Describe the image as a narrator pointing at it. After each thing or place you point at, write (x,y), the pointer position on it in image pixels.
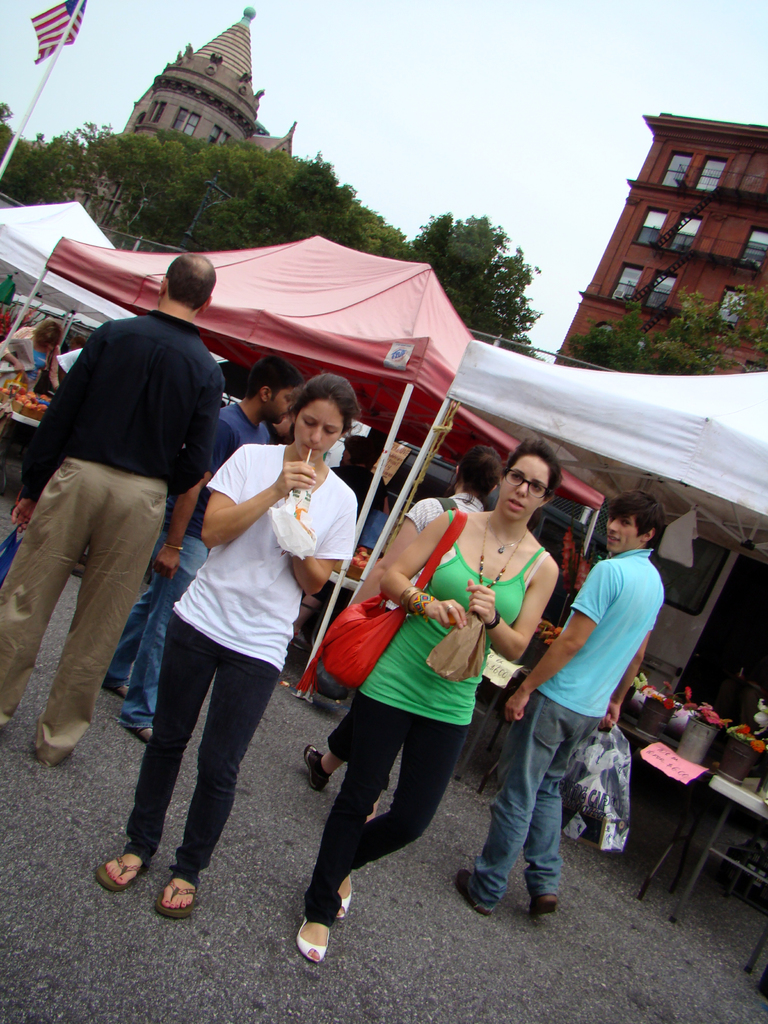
In this image there are buildings (215,56), flag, tents (170,260), pole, sky (477,140), trees (497,268), people (268,494), stalls (744,724) and objects (48,391). Among them few people (507,605) are holding objects (480,627).
